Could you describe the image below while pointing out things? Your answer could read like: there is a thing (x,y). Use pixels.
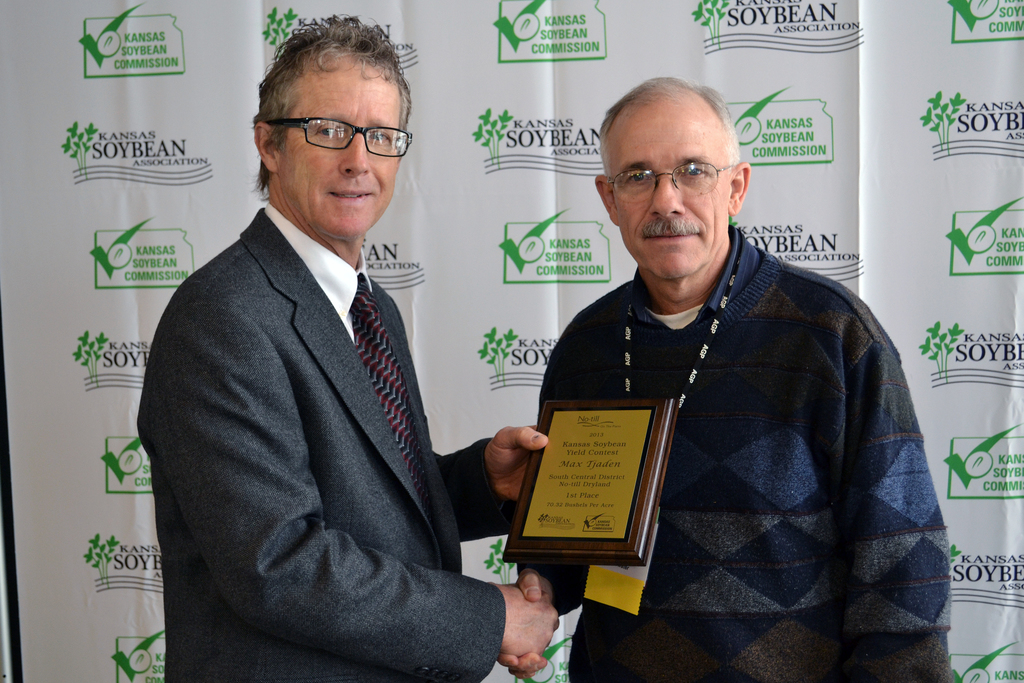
Here I can see two men (692,288) are standing, shaking their hands (509,598), smiling and giving pose for the picture. The man (685,340) who is on the right side (796,440) is wearing a sweater (746,432). The other man (314,304) is wearing a suit (330,513) and holding a frame (593,484) in the hand (489,463). At the back of these people (677,366), I can see a banner (666,65) on which I can see some text (101,366).
